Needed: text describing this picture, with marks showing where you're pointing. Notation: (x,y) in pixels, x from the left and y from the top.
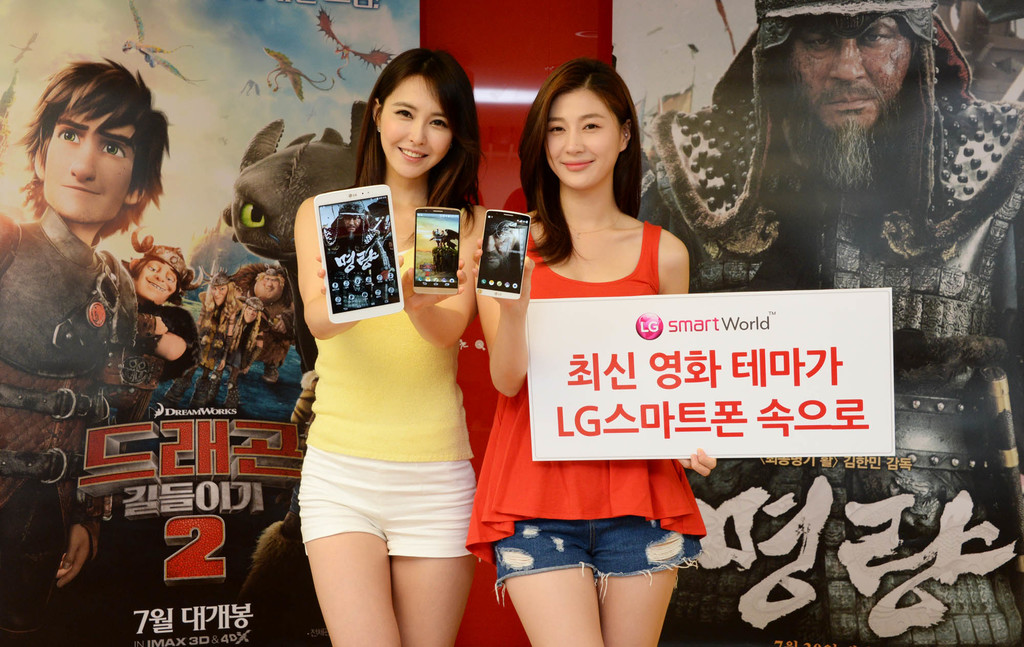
In this image we have 2 woman (369,608) standing and holding a mobile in their hands (530,288) and a name board (585,445) in her hand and in background (38,86) we have a wall posters (38,86) of movies.
